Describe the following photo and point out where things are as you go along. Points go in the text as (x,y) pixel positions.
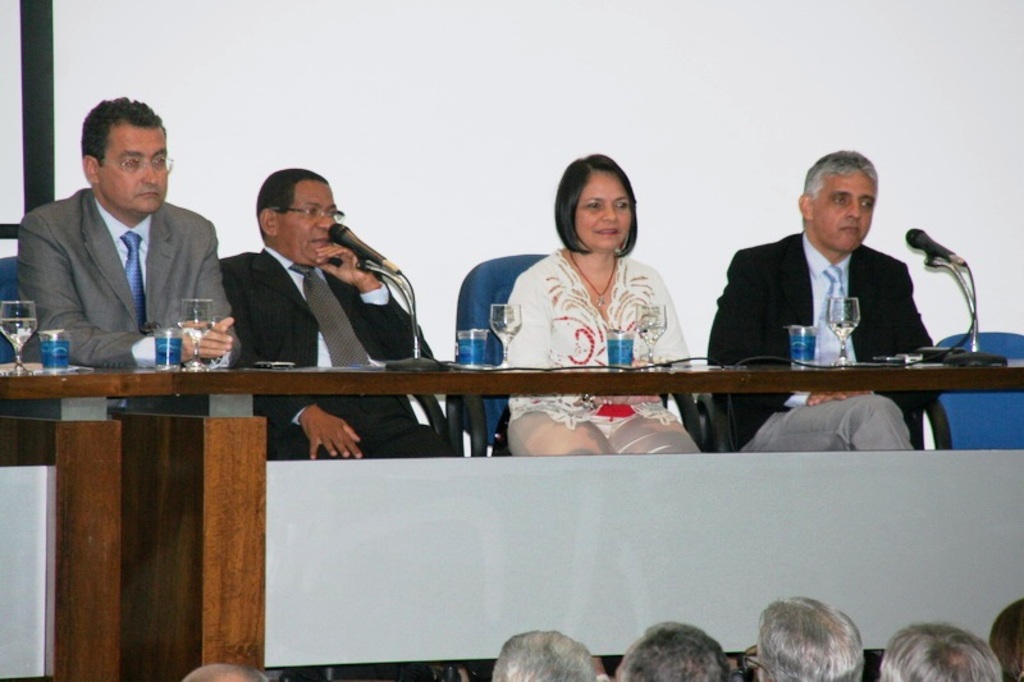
In this image, we can see four persons (308,364) are sitting on the chairs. Here we can see the desk (690,482). On top of that, few glasses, microphones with stand (992,364) and few objects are placed. Background (433,140) there is a screen (453,131). At the bottom (689,676), we can see the heads (804,673) of people (834,662).
